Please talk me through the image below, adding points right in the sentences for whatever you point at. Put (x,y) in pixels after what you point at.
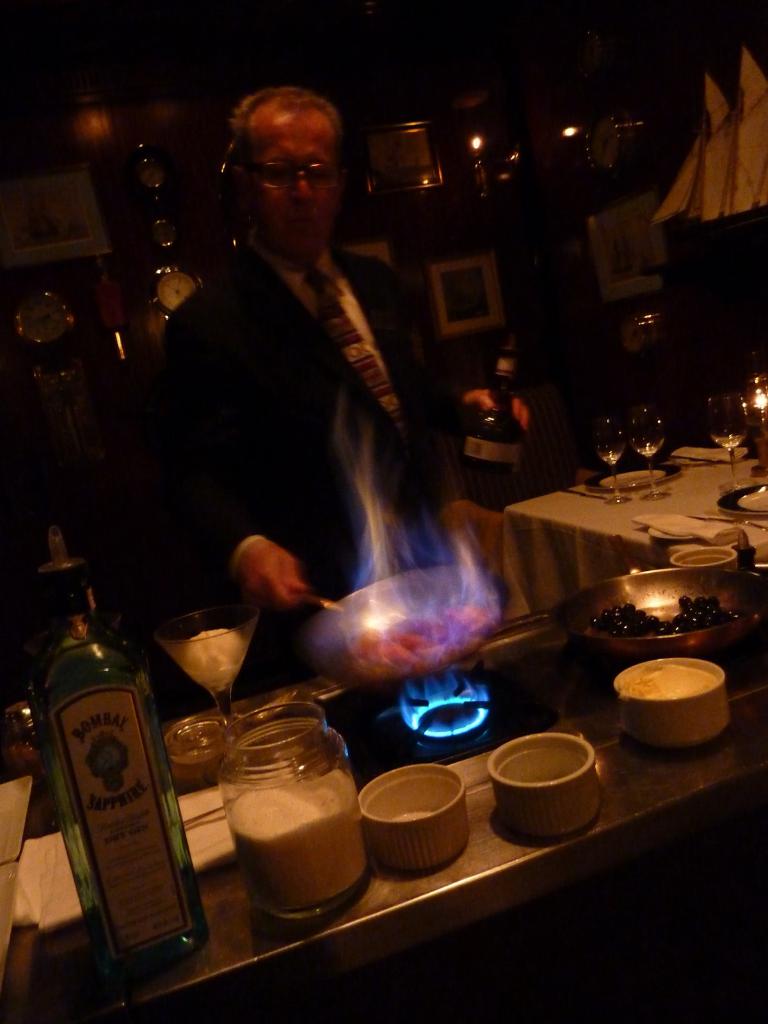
In this image I can see the person (343,423) standing and wearing the blazer (183,399). In-front of the person (224,421) I can see the stove (357,763) and the pan (307,646) on it. To the side there are bottles (148,839), bowls (444,812), glasses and many objects (617,596) on the counter top (585,660). In the back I can see some lights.
